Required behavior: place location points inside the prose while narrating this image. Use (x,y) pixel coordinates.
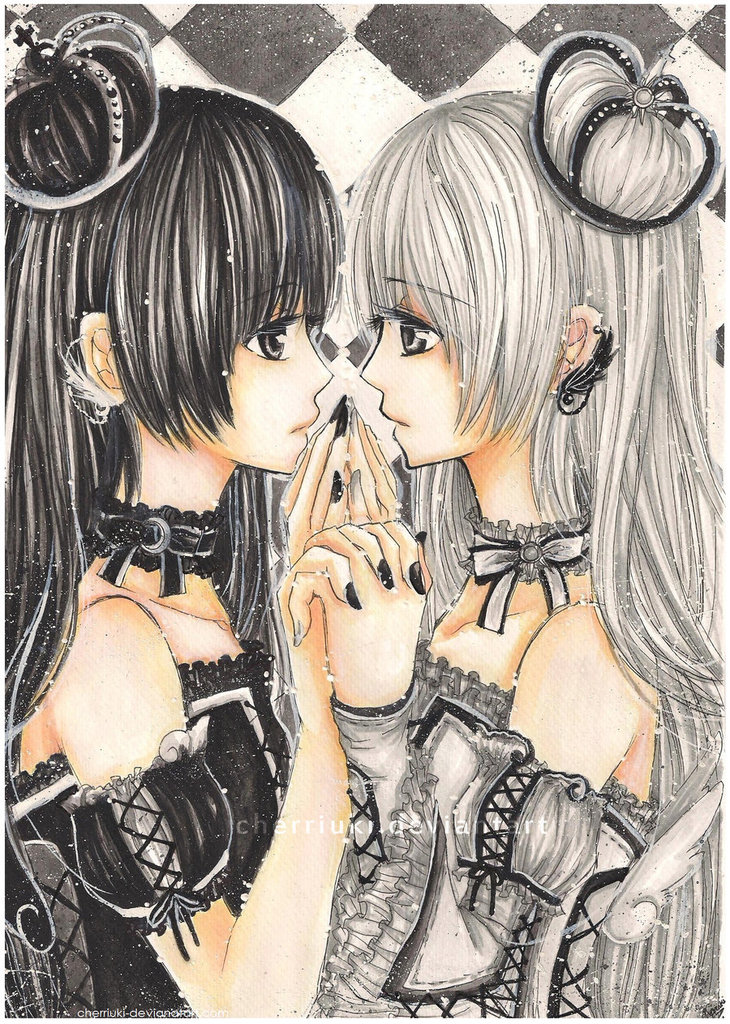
This picture consists of a cartoon image, in the image I can see two girls (507,441).
